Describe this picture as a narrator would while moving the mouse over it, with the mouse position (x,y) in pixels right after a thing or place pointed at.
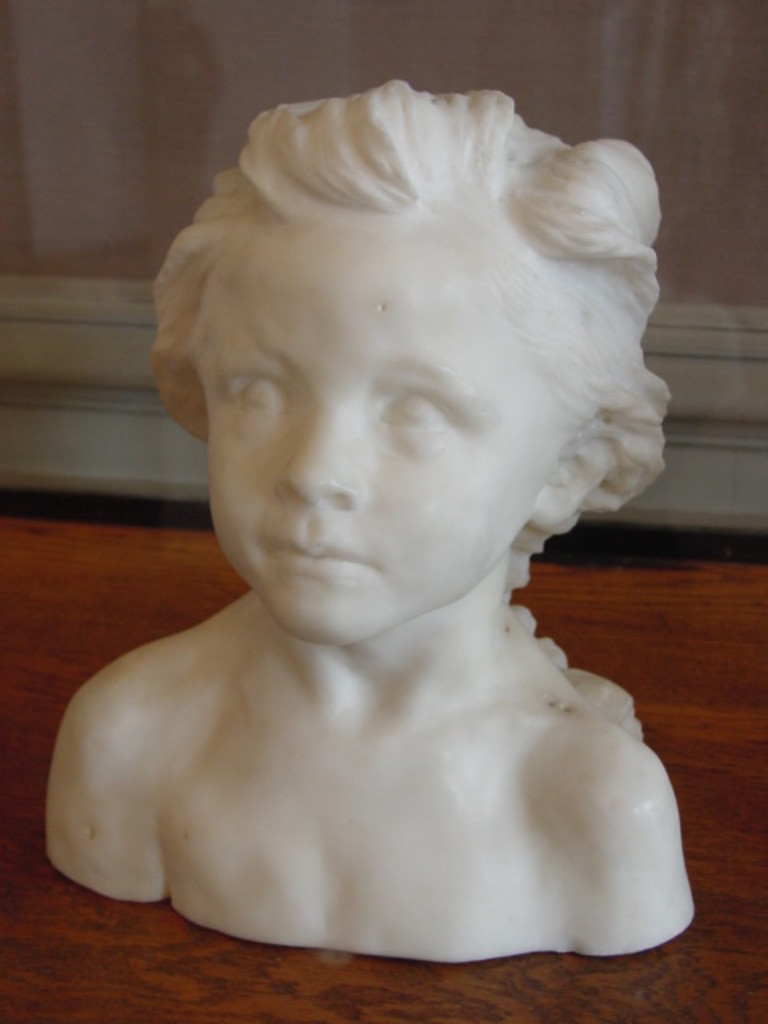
This image is taken indoors. At the bottom of the image (254,947) there is a table (649,630). In the background (52,403) there is a window (577,95). In the middle of the image (311,614) there is a sculpture (344,819) on the table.
